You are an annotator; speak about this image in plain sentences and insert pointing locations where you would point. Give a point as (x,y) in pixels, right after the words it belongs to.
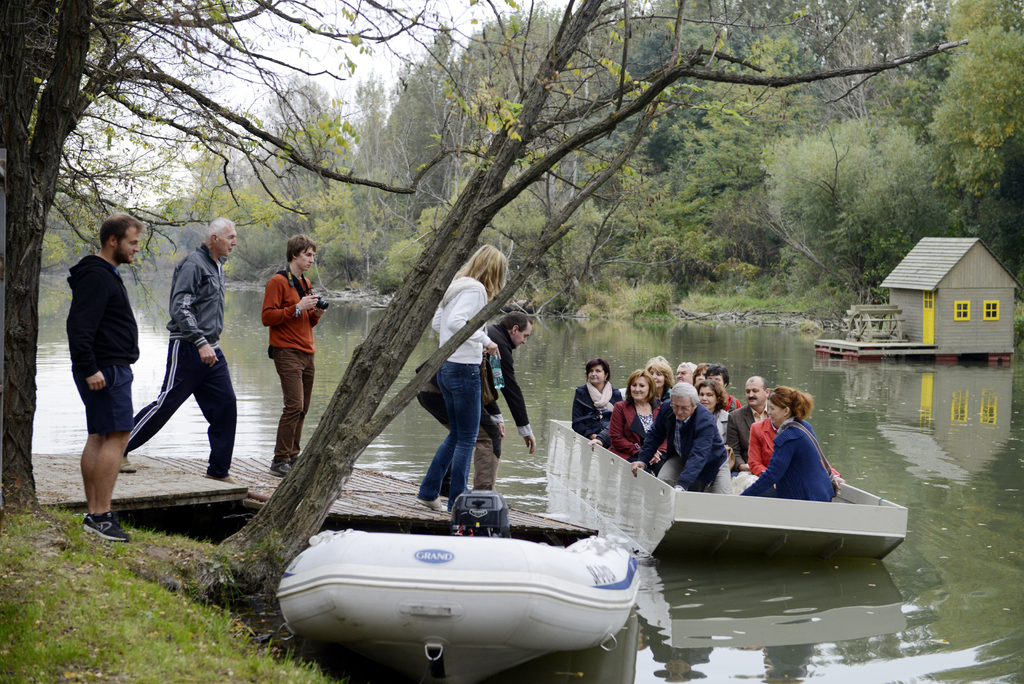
In this picture I can see there is a boat (661,534) sailing on the water (677,582) and there are few people (648,426) sitting in the boat (661,493), there are few people (100,450) standing on to left (308,303), one of them is holding a camera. The woman (472,395) is holding water bottles (500,372), there is a building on to right (920,304) and in the backdrop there are trees (456,174), plants (633,279), grass (709,304) and the sky (324,63) is clear.
